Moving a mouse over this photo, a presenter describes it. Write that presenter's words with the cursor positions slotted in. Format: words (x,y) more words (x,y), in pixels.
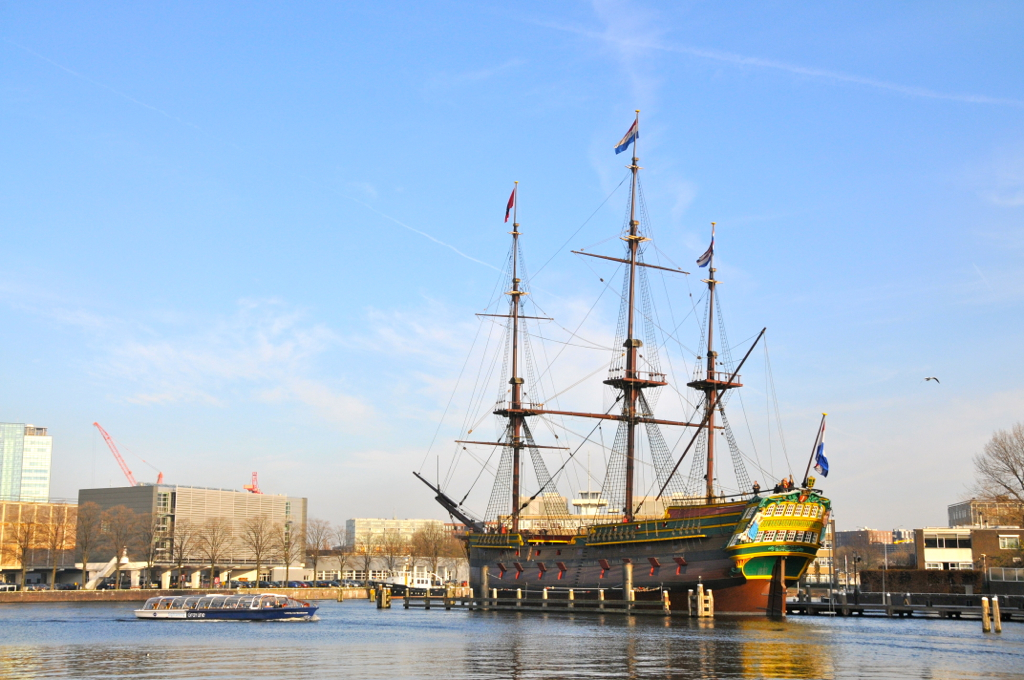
In this picture, we see the sailing ship (615,383). Beside that, we see a boat (270,610) is sailing on the water (225,642). In the background (327,580), we see the cars (342,583) moving on the road (63,585). There are trees (311,536) and buildings (362,532) in the background (953,554). On the right side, we see the bird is flying in the sky (889,365). At the top (329,172), we see the sky (370,218), which is blue in color.
